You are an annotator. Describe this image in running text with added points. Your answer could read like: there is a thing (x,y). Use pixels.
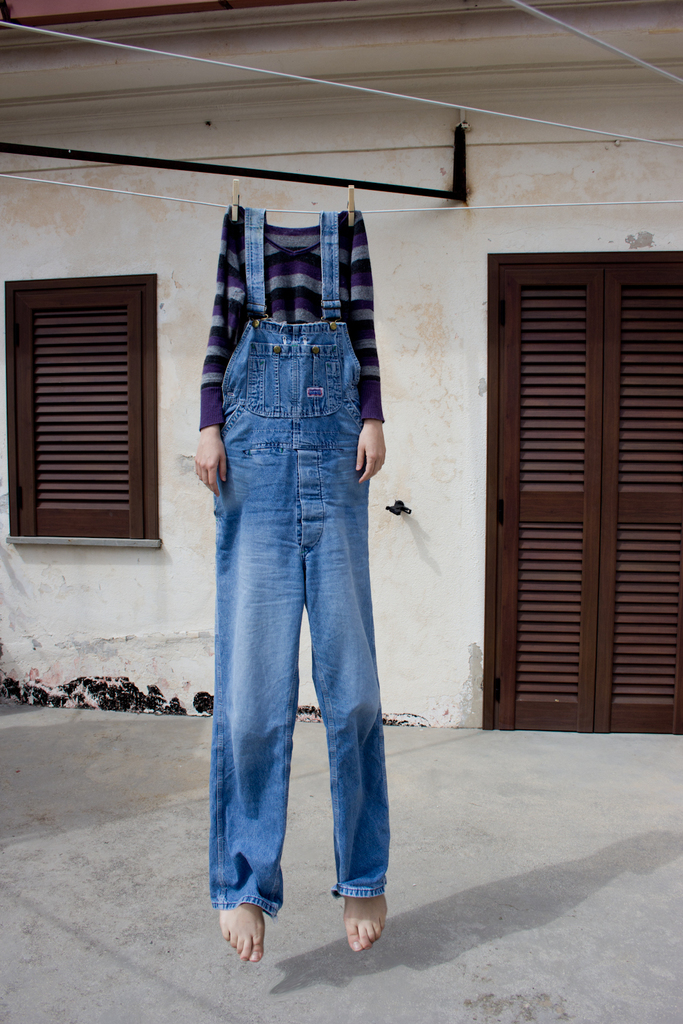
In this picture I can see the person (360,442) who is wearing the t-shirt (270,281) and jeans (318,417) and hanging from this clothesline (382,212). In the back (56,385) I can see the door (576,451) and window (58,383).
